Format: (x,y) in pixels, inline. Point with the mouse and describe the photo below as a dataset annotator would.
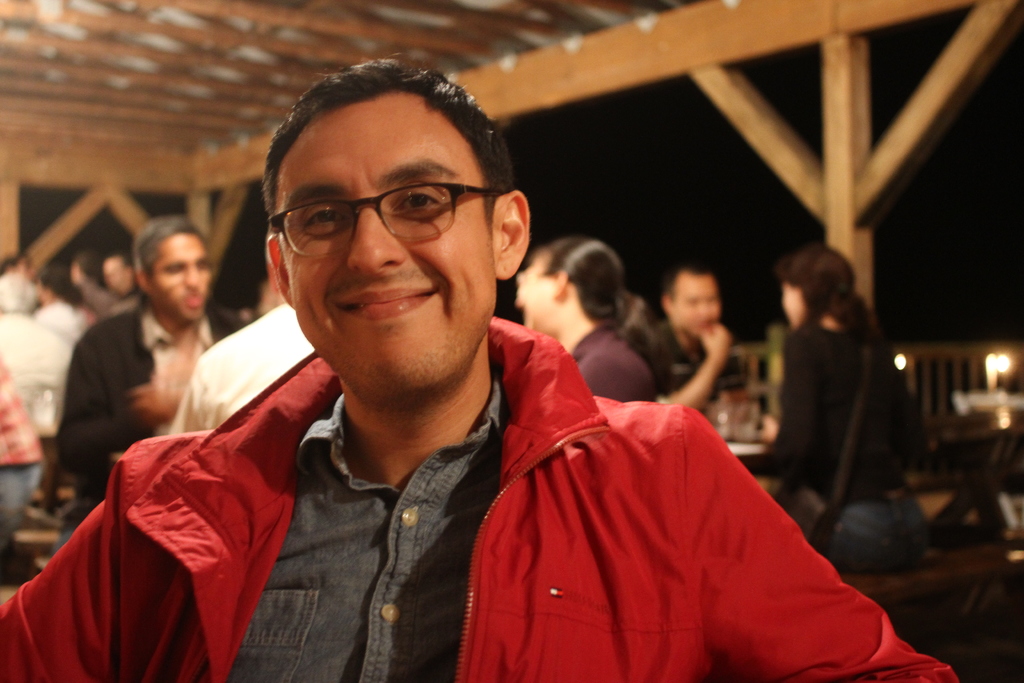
In this image people (813,593) are sitting on the benches (879,570). In front of them there are tables (752,449) and on top of it there are glasses (742,418). At the right side of the image (1007,358) there are lights (990,385).
